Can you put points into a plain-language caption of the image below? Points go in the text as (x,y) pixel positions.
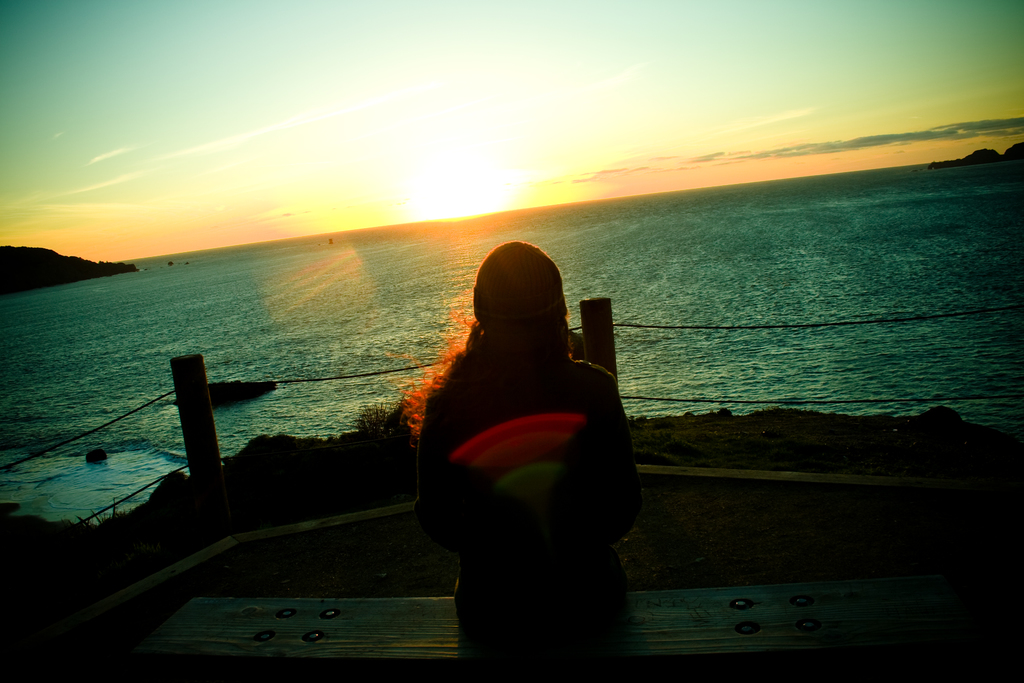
In this image we can see a woman (568,514) sitting on the bench (379,626). In the center of the image (391,372) we can see ropes (925,316) and poles (193,377). In the background (449,191), we can see mountains (92,268) and sun (466,187) in the sky (410,172).
